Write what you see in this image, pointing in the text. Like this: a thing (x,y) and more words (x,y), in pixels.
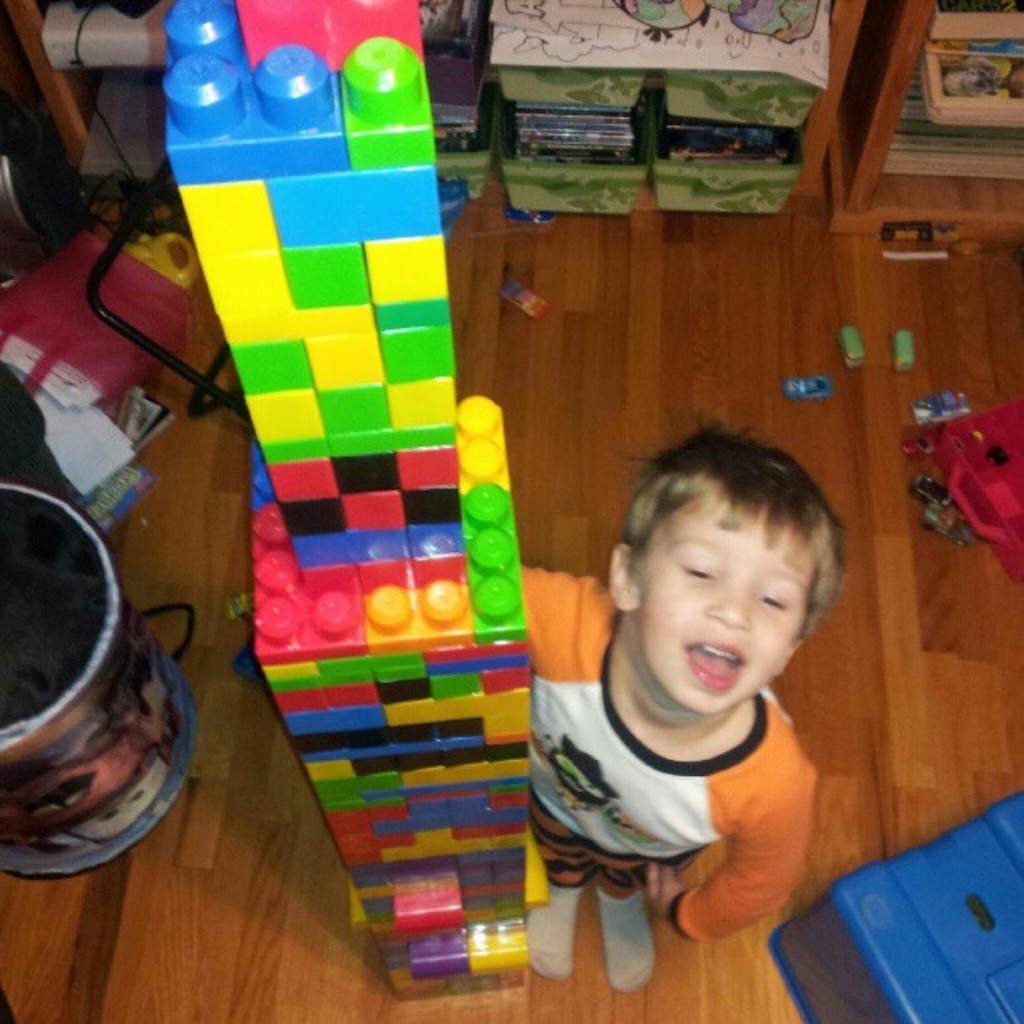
In this image we can see one child (664,610) is standing, beside that we can see toys (374,225), on the left (147,357) we can see a few objects (110,558), at the top (842,52) we can see the shelf unit (802,182) with some books (676,148) and trays (685,183).
